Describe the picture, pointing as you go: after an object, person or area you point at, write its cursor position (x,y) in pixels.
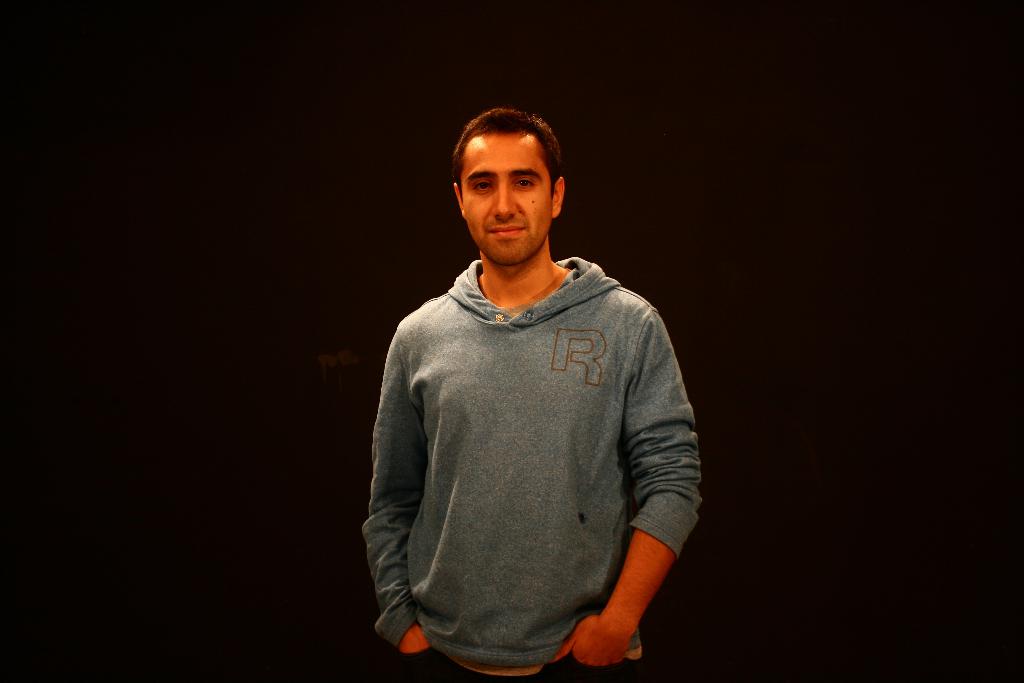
In this picture we can observe a person (497,401) standing, wearing a grey color hoodie (453,486). He is smiling. The background is completely dark.
